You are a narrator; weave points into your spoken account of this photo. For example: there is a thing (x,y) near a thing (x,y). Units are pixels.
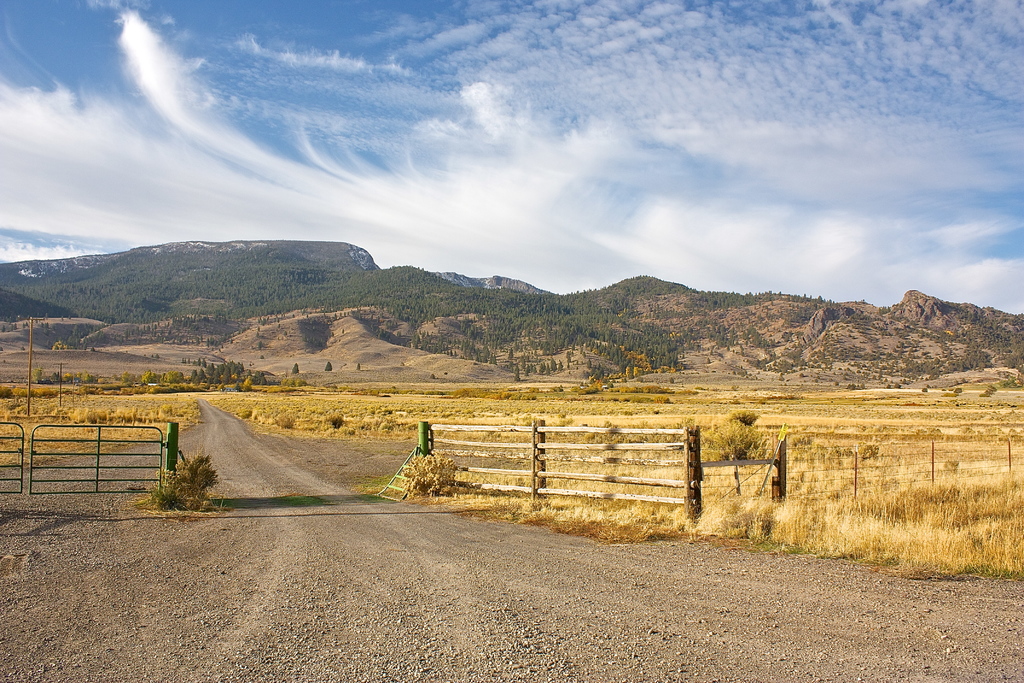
In this picture we can see the road (262,494), fence (934,460), grass (952,488), trees (88,287), mountains (324,287) and in the background (472,165) we can see the sky (660,188) with clouds (664,206).
